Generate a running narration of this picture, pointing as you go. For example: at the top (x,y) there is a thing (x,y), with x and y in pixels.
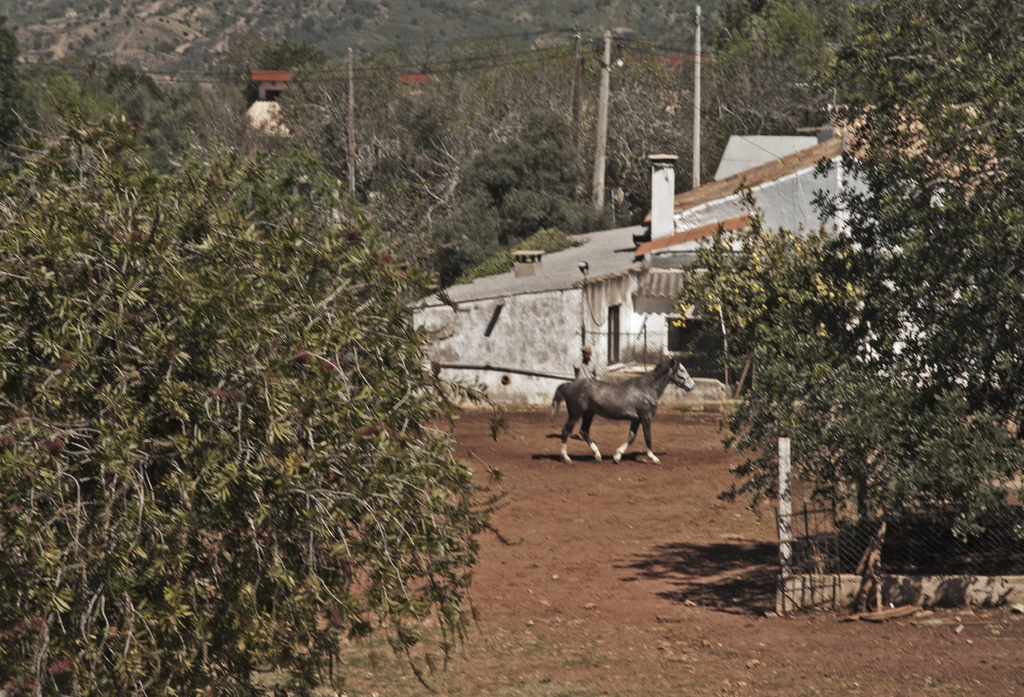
In this image we can see an animal (593,414) and a person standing on the ground (481,661). Here we can see trees (403,119), poles (605,132), wires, mesh (916,549), and houses (266,93).
